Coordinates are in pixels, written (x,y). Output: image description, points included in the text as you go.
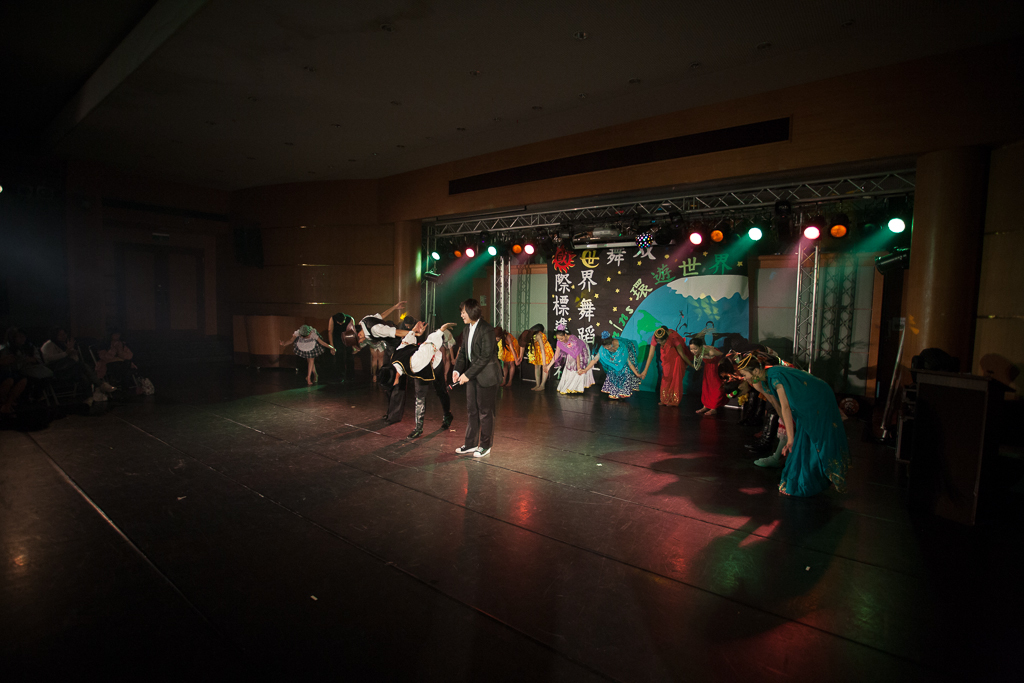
In this image we can see people (400,308) on the stage (339,459). In the background of the image (204,261) there is wall (302,283). There are people (70,341) sitting on chairs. At the top of the image (348,38) there is ceiling (211,78). There is a banner (551,279). There are lights (677,211) to the rods (488,223).
